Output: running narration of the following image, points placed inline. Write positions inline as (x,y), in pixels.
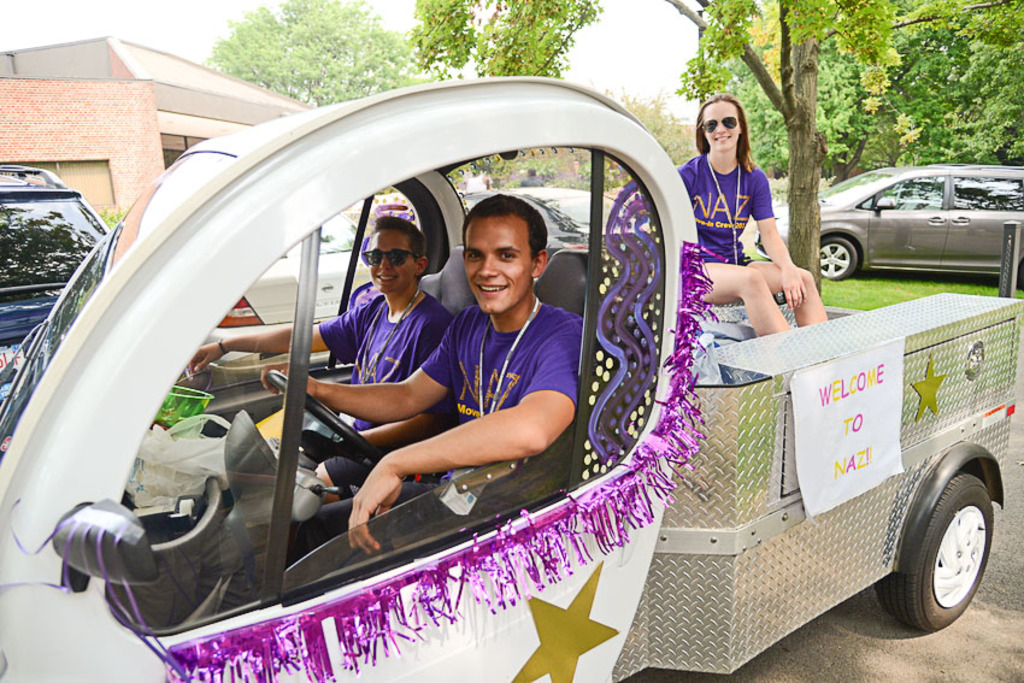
This picture might be taken from outside of the city. In this image, in the middle (662,260), we can see a vehicle (676,524) moving on the road (978,674), in the vehicle (685,629), we can see three people (542,407). On the right side (957,251), we can see a car (972,173). On the left side (188,118), we can also see a car (45,253) and building (263,107). In the background (376,69), we can see some trees (316,54). At the top (225,17), we can see a sky (238,17), at the bottom (1004,659), we can see a grass (969,294) and a road (945,634).
